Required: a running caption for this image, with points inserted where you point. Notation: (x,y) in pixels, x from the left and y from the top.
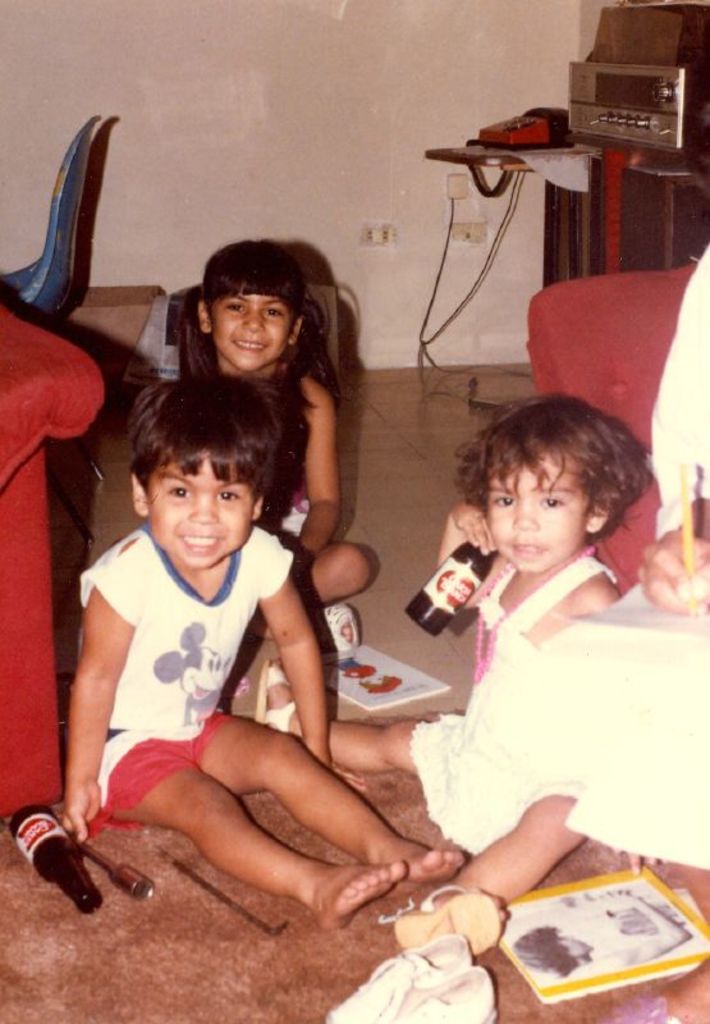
In this image we can see children (106,690) sitting on floor (448,427). There are a book (682,926), chairs (26,575), bottles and telephone (497,145) in the background (508,143).
